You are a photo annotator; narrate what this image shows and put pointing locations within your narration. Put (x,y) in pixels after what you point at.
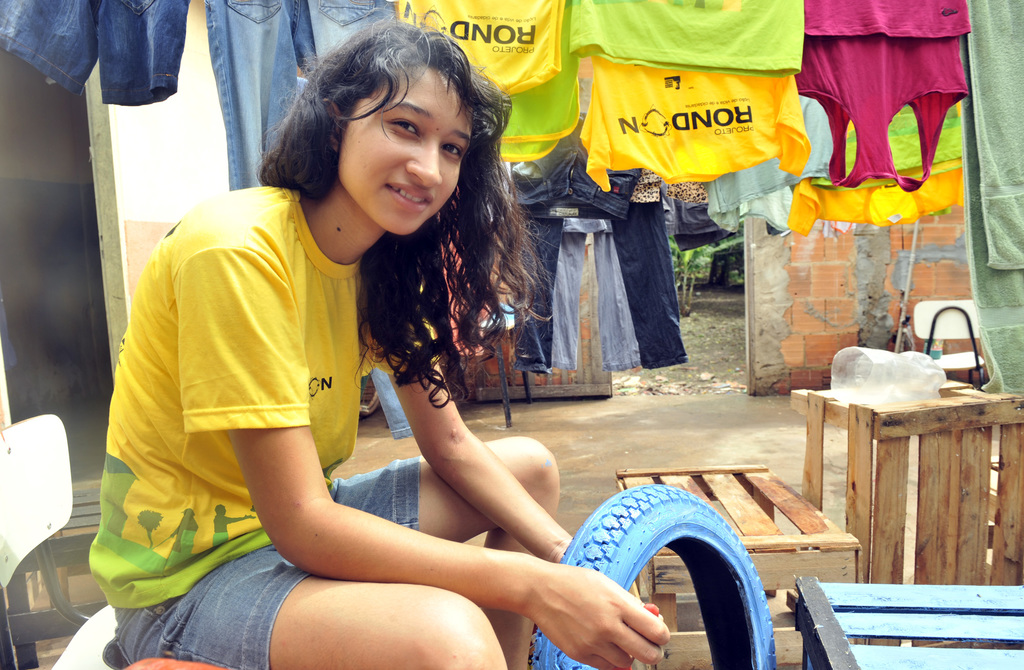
In the image there is a girl (304,277) in yellow t-shirt (248,549) and shorts (258,628) holding a tire (595,535) and beside her there are wooden boxes (855,454) on the land (746,456), in the back (779,17) there are clothes (621,14) hanging to the rope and behind it there is a wall (167,165).
